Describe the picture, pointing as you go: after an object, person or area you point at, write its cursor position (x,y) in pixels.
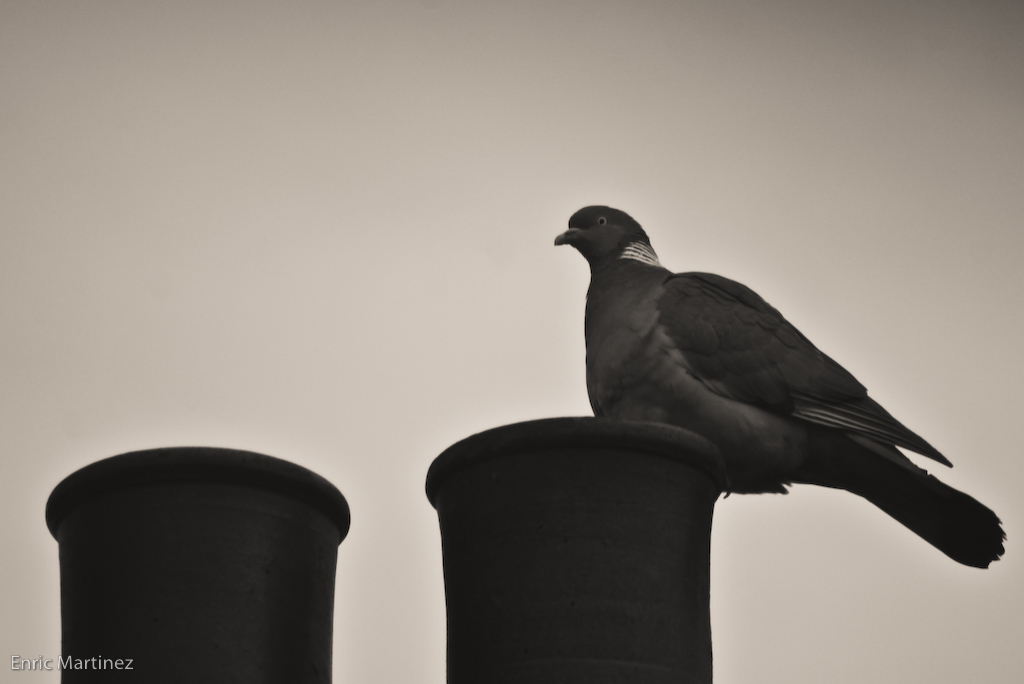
In this image, at the right side (711,403) there is a pigeon (707,424) sitting on a black color object (617,565), in the background (454,98) there is a sky (214,135).
